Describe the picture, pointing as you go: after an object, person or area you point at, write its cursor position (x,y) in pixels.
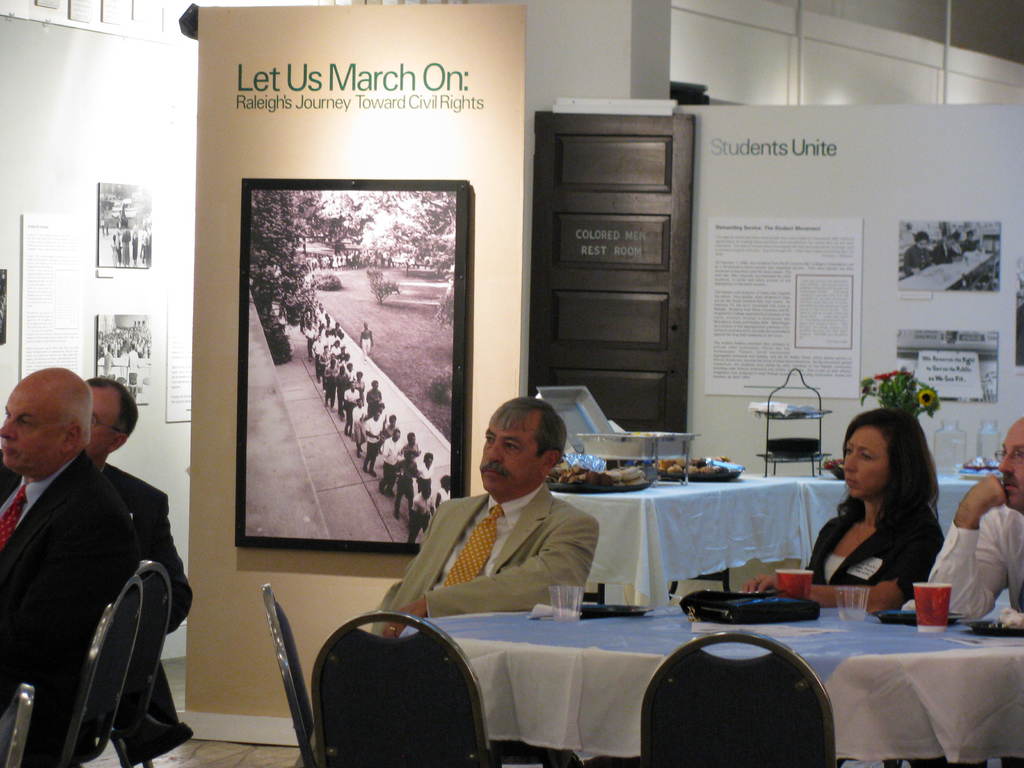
This image is clicked in a room (67,100). There is a table (623,736) in the bottom of the image (560,708). There are chairs (758,715) placed around the table (639,704). There are 5 persons (528,537) sitting on the chairs (88,724). One of them is in the middle of the image (533,422) 2 on the right corner (965,559) 2 on the left corner (46,583). 3 of them are wearing jackets (145,549) and tie (489,539). One is a woman (880,428). There is a table (681,510) on the backside of them on which the food items (715,466) are placed. There is a photo (284,400) in the middle of the image (352,346) which consists of people (369,390) and trees (278,322).
